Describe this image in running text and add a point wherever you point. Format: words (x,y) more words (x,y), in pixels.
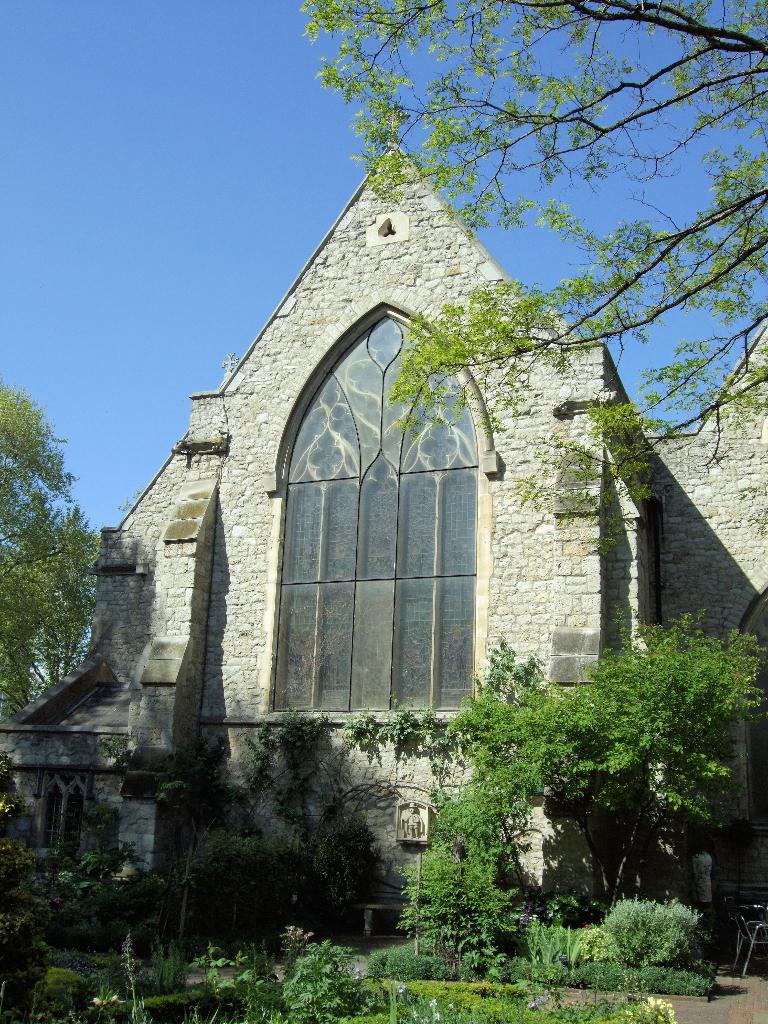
This is an outside view. In the middle of the image (342,457) there is a building (275,503). In front of the building (115,616) there are many plants (215,930) and trees (532,759). At the top of the image (168,254), I can see the sky (189,241). On the right side (738,944) there are few chairs (759,925) on the ground (740,996) and a statue (706,864) is standing.
